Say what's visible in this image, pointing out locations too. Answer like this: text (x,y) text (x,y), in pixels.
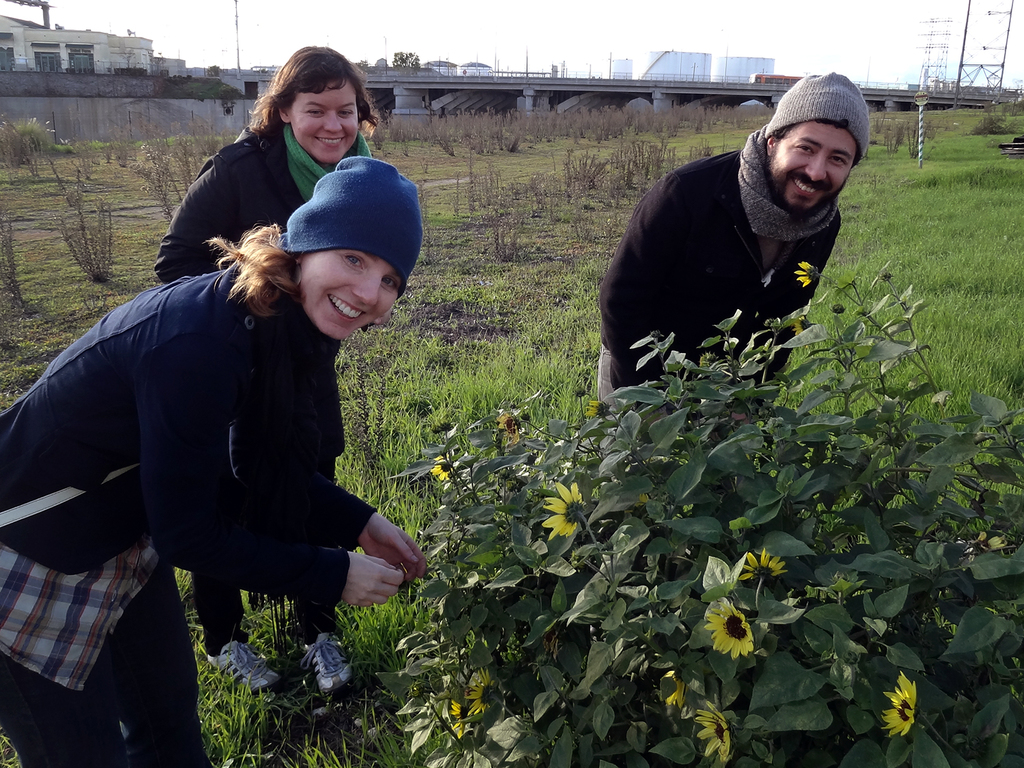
In this picture I can see there are three persons (258,170) standing and they are wearing sweaters (191,462) and head caps (321,234) and they are smiling. There is a plant (697,571) in front of them and it has flowers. In the backdrop (23,30) there is a bridge (893,101) and there are buildings (59,48) and the sky (441,33) is clear.
